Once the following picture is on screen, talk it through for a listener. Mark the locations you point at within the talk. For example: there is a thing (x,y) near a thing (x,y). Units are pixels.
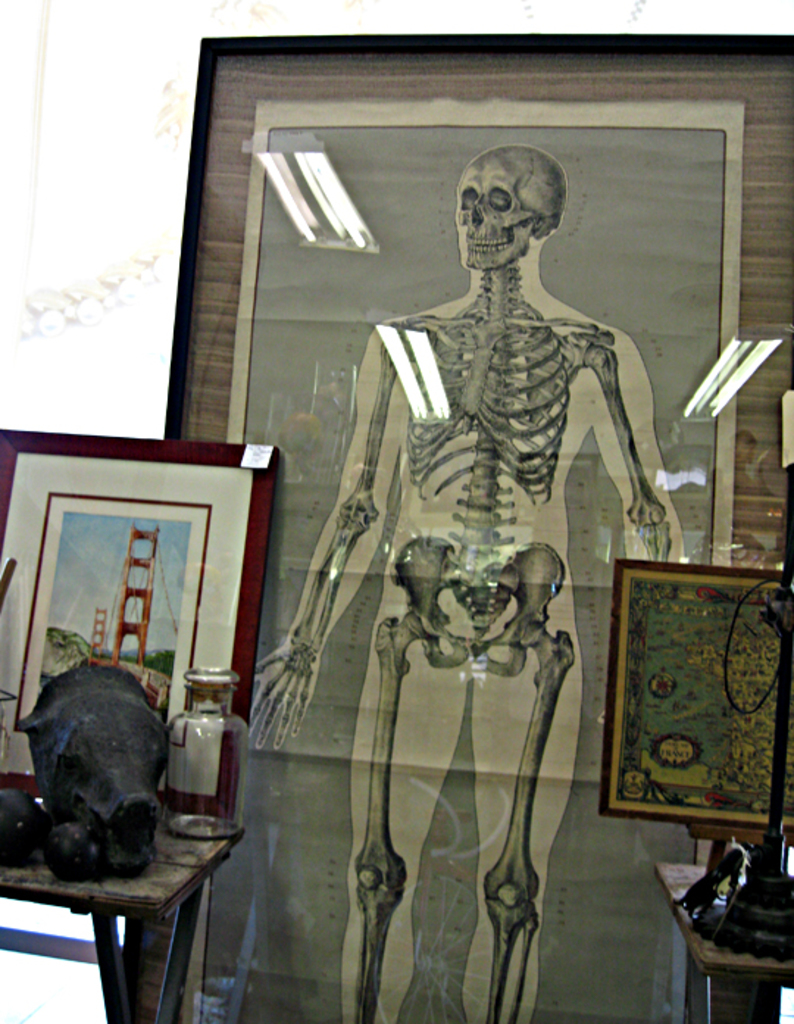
In the right side (754,416) it's an image (606,359) of a human skeleton system (516,433). On the left side (231,667) there is a photograph (206,651) of a Golden Gate bridge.
